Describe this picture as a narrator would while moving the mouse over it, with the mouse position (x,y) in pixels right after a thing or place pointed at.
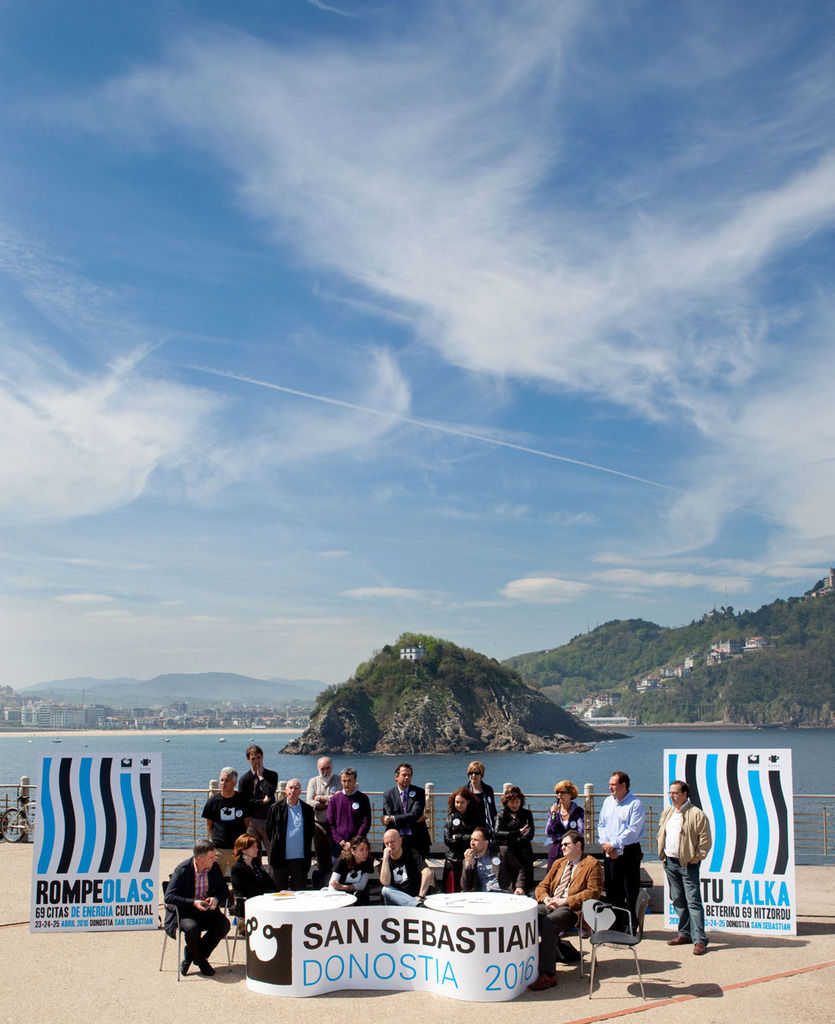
In this image few persons (190,897) are sitting on the chair (604,931) before a table (504,929). there are few persons (532,819) standing on the floor (655,993). There are two banners (665,916) and a bicycle (27,814) are on the floor (114,964). Behind there is a fence (825,808). There is a hill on water (814,808). Left side (255,717) there are few buildings (44,706). Behind it there are few hills (271,680). Top of image (371,314) there is sky (391,364) with some clouds (393,357). Right side (690,666) there are few houses (679,670) on hill (657,666) having few trees (655,656).
